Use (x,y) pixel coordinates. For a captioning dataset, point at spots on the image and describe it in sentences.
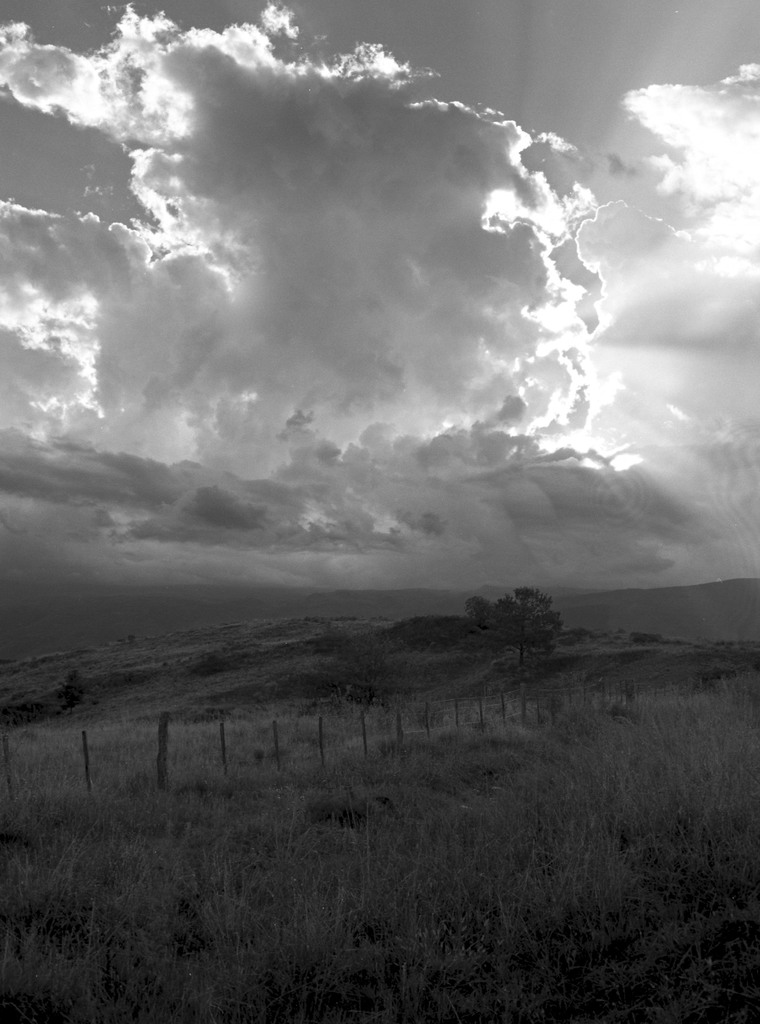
In this image I can see a tree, fencing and dry grass (404,798). The sky (461,204) is cloudy. The image is in black and white.
